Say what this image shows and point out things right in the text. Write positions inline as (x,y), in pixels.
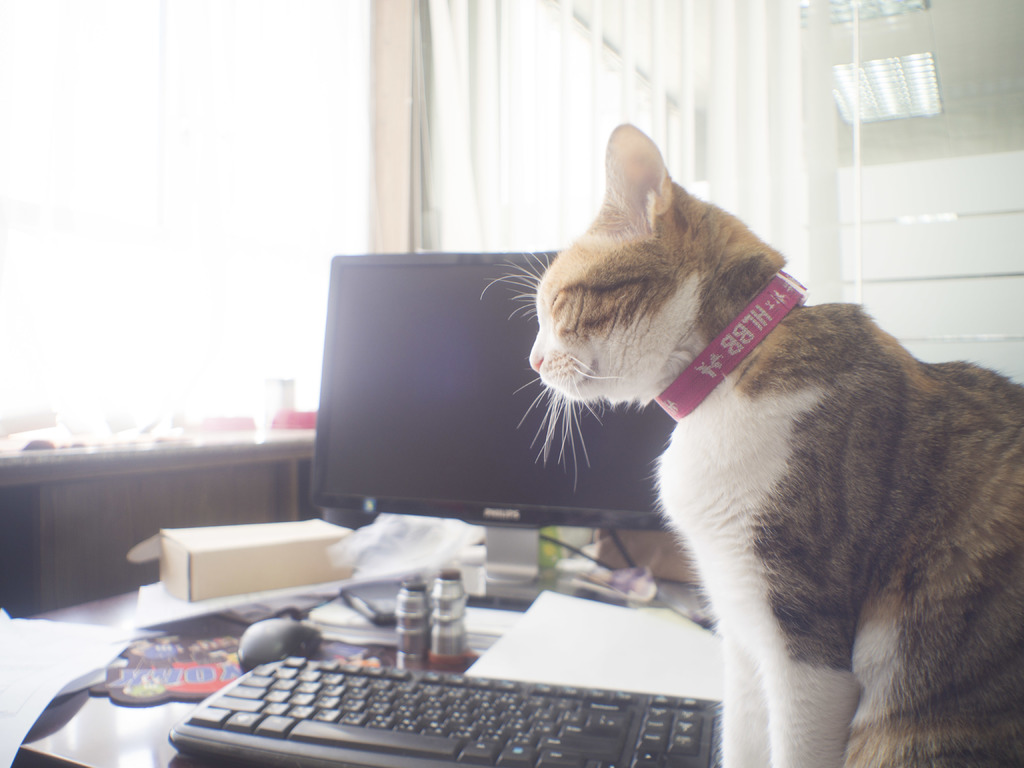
Here we can see a cat (749,266), a keyboard (699,707), a monitor (493,569), a mouse (282,642), books (317,623) and papers (540,615) all present on a table (69,763).
